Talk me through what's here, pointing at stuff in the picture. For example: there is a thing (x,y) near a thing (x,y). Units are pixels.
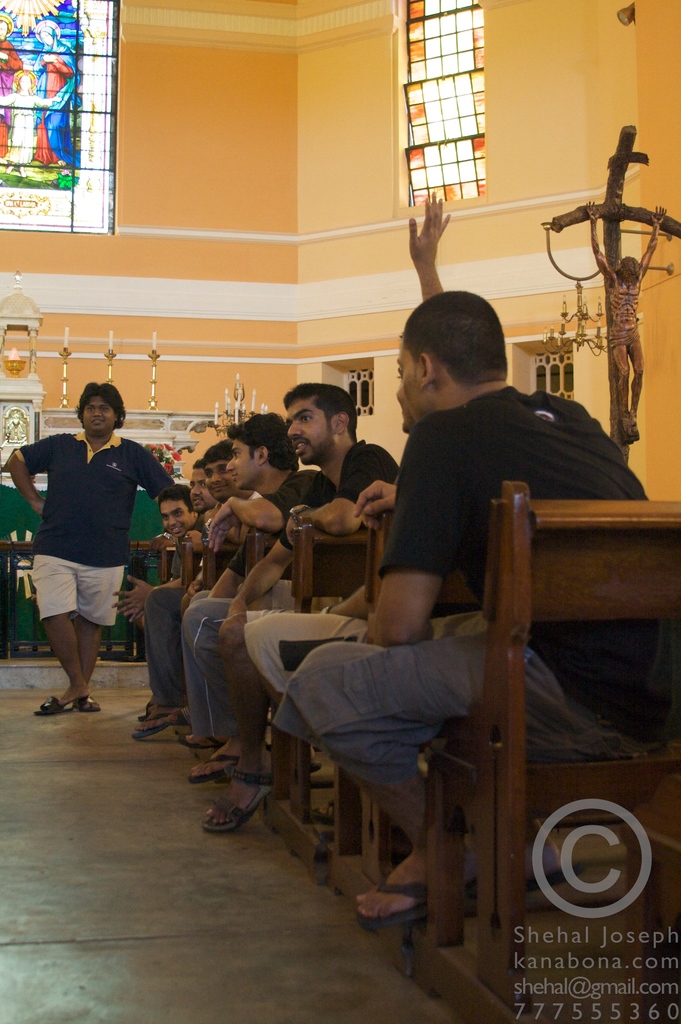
In this picture we can see a group of people (238,650) sitting on chairs (169,576) and a person (123,549) standing on the floor (68,902), statue (606,233), windows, walls (191,90) and some objects (2,403) and at the bottom right corner of an image (570,892) we can see a watermark (577,907).
